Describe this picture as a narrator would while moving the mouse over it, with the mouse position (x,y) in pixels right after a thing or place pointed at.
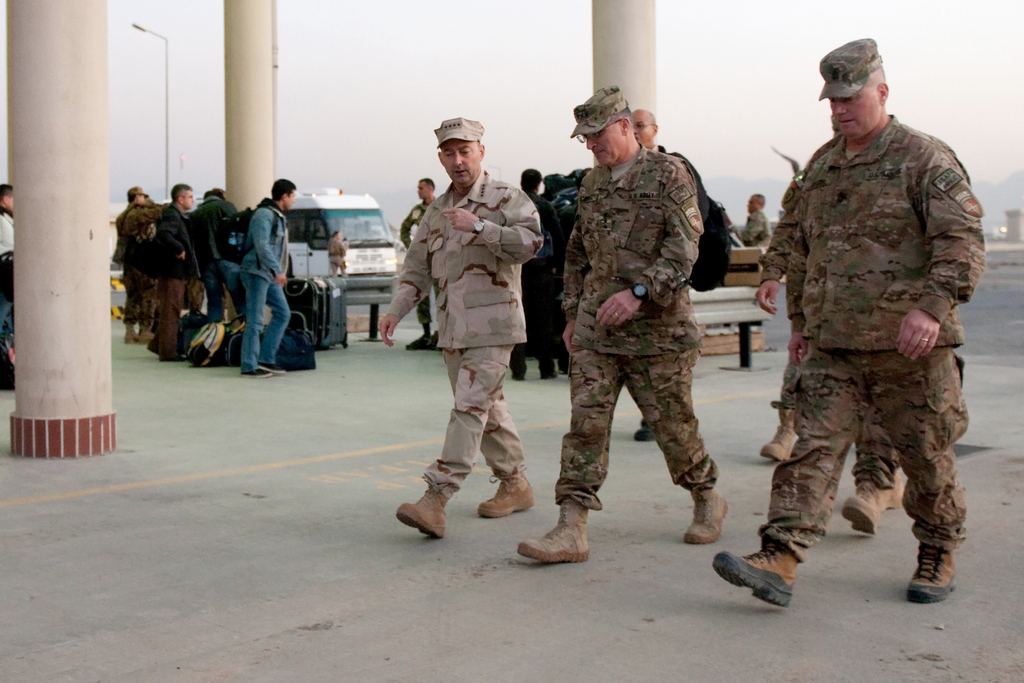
In this image there are a group of people (148,312) who are walking, and some of them are carrying some bags (191,325). And in the background (382,234) there is a vehicle (314,243), bench (722,300), pillars (629,102), pole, light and some mountains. At the bottom (197,478) there is a walkway (372,493) and at the top of the image (377,80) there is sky (353,116).
